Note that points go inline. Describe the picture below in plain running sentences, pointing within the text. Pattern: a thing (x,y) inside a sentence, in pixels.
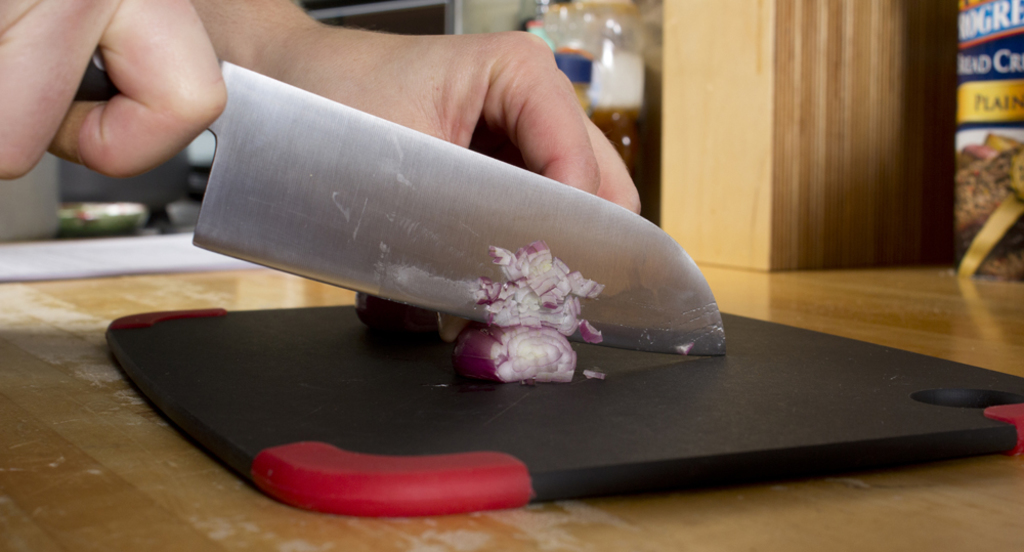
In this image, I see a person's hand (35,7) and the person (50,8) is chopping an onion (564,285) with the help of a knife (328,233) on a chopping board (734,359).
